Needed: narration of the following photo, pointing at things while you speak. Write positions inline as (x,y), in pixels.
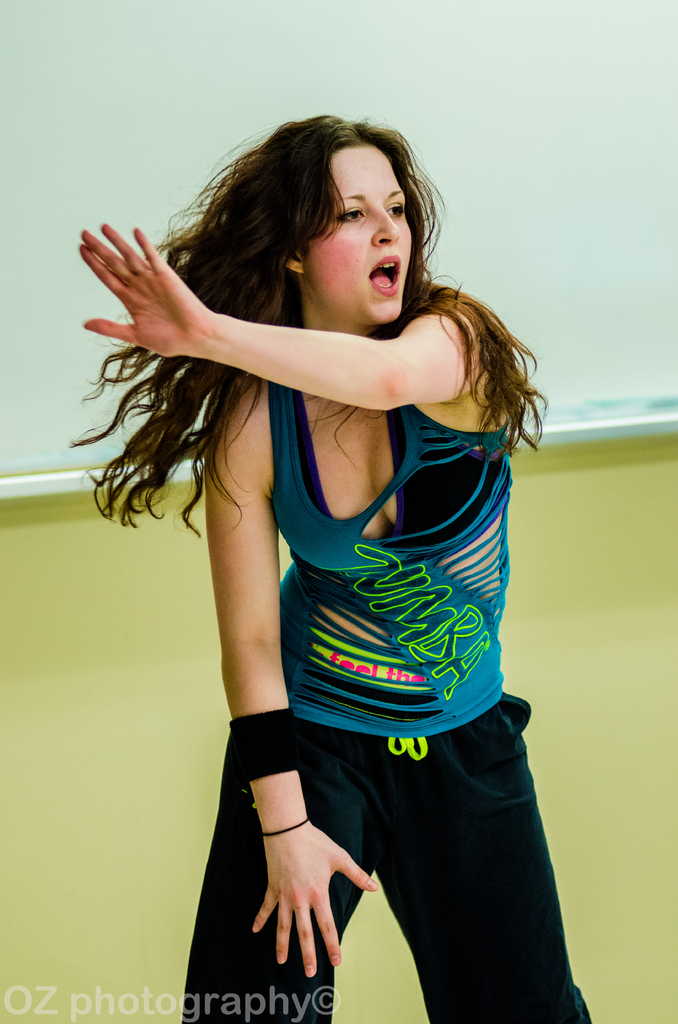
In this image we can see a woman (432,405) wearing a tank top (442,674) and pants (527,1016) is standing on the floor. In the bottom (241,1006) we can see some text (213,1003). In the background (565,153), we can see a wall (27,986).
